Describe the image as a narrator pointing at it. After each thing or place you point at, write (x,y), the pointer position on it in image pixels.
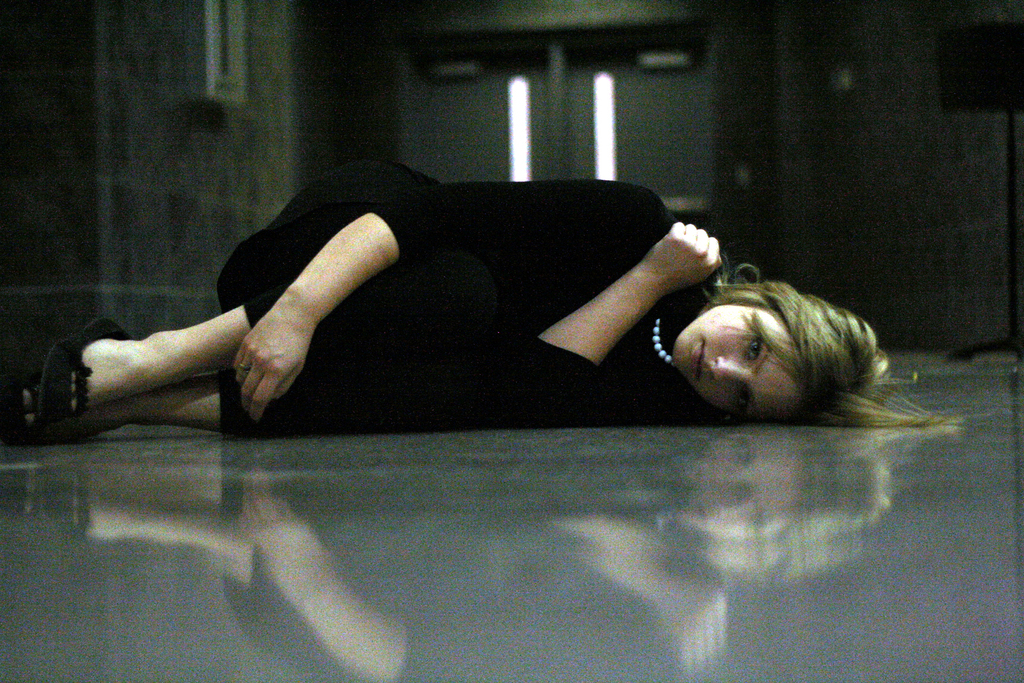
In this picture there is a woman (743,298) who is wearing a locket (657,327) and black dress (431,293). She is lying on the floor (525,486). In the back (644,126) we can see door (574,86). On the top (206,93) there is a window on the wall (145,139).
